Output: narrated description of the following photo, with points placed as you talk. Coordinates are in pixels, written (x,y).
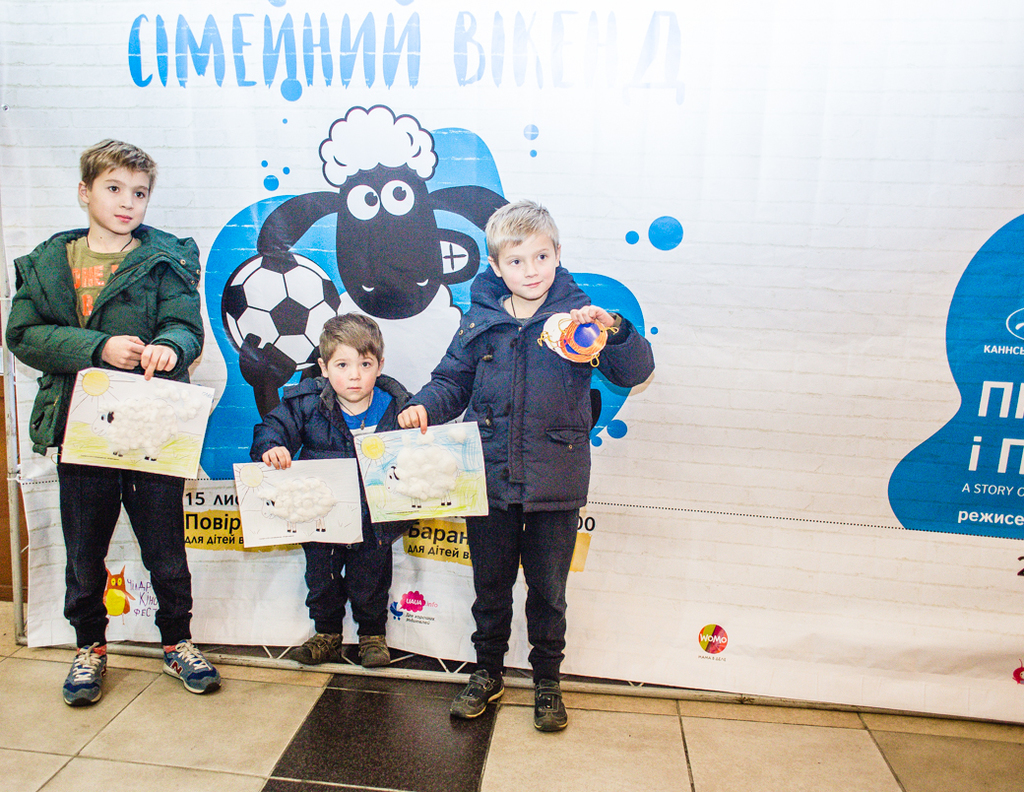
In the middle of the image (556,370) three children (556,370) are standing and holding some papers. Behind them there is a banner (675,17).
